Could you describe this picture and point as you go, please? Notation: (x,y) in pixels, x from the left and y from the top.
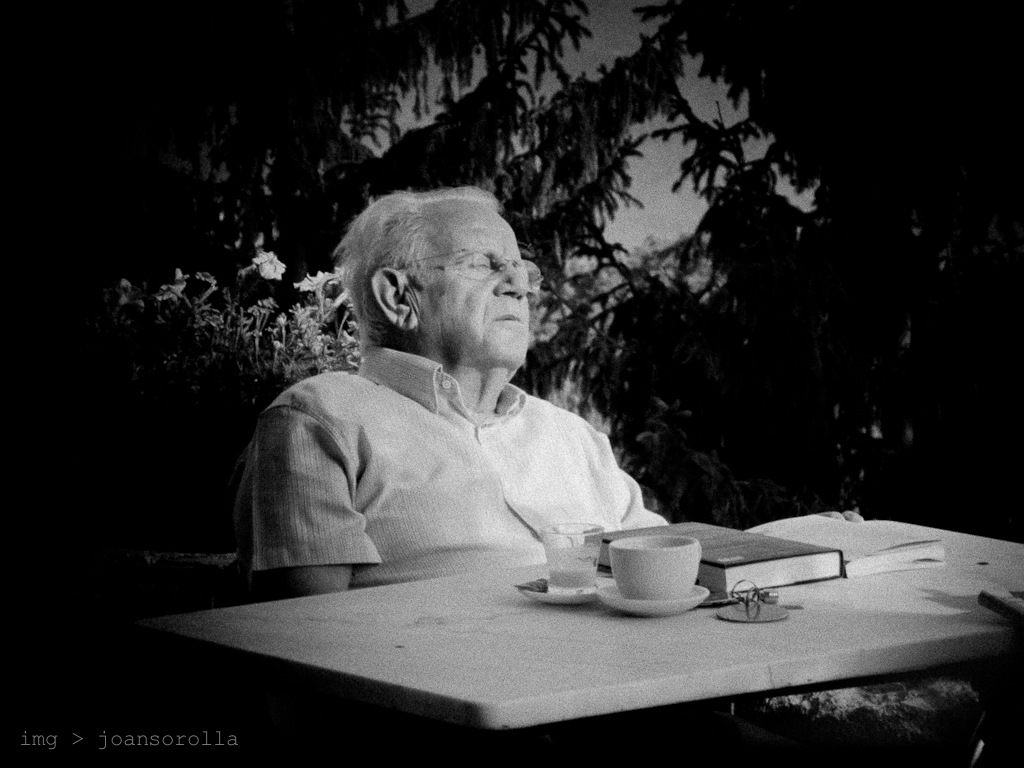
In this image there is a man (462,425) sitting in chair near the table (486,633) and in table (502,627) there are cup (644,577), saucer (557,598), glass (586,553), book (818,537) and the back ground (690,508) there is tree (826,34).
